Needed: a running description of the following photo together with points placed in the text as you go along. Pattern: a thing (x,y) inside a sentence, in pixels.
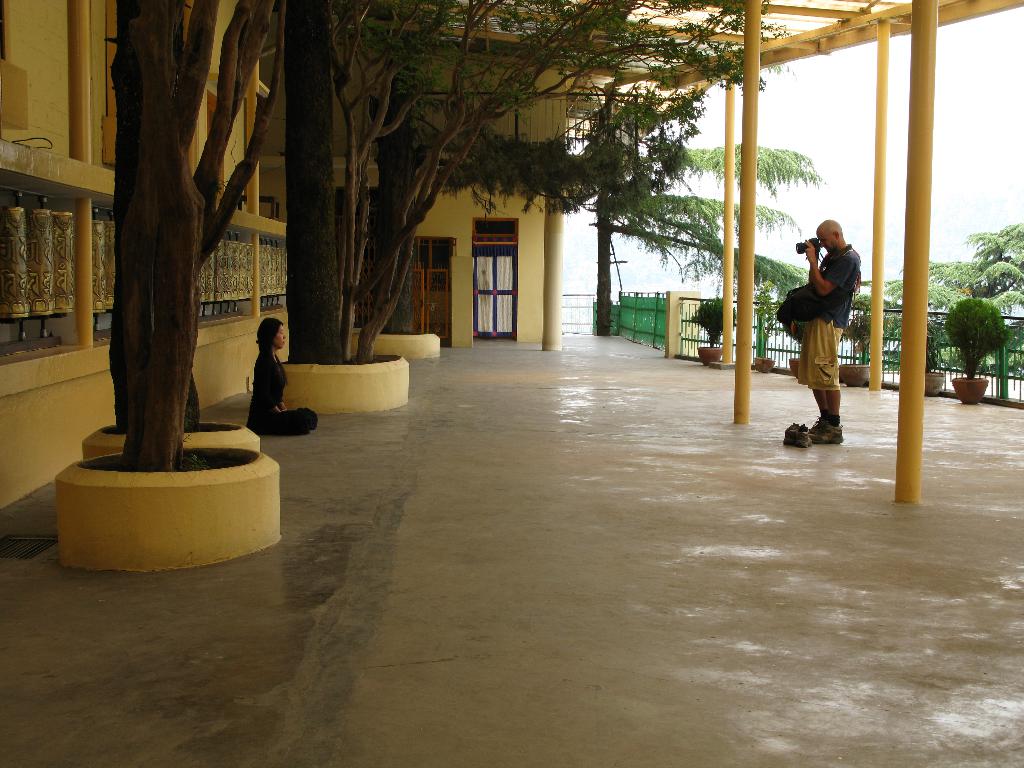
In this image there is a building (482,213), in front of the building (258,191) there are trees (322,198), beneath the trees (342,335) there is a woman (276,347) sitting on the floor (554,425), in front of her there is a person (810,352) standing and taking a picture with a camera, in front of him there is a pair of shoes (796,433), there are poles (871,344), plant pots (970,370), railing (1005,379) and in the background (952,178) there are trees (991,261) and the sky (941,172).
